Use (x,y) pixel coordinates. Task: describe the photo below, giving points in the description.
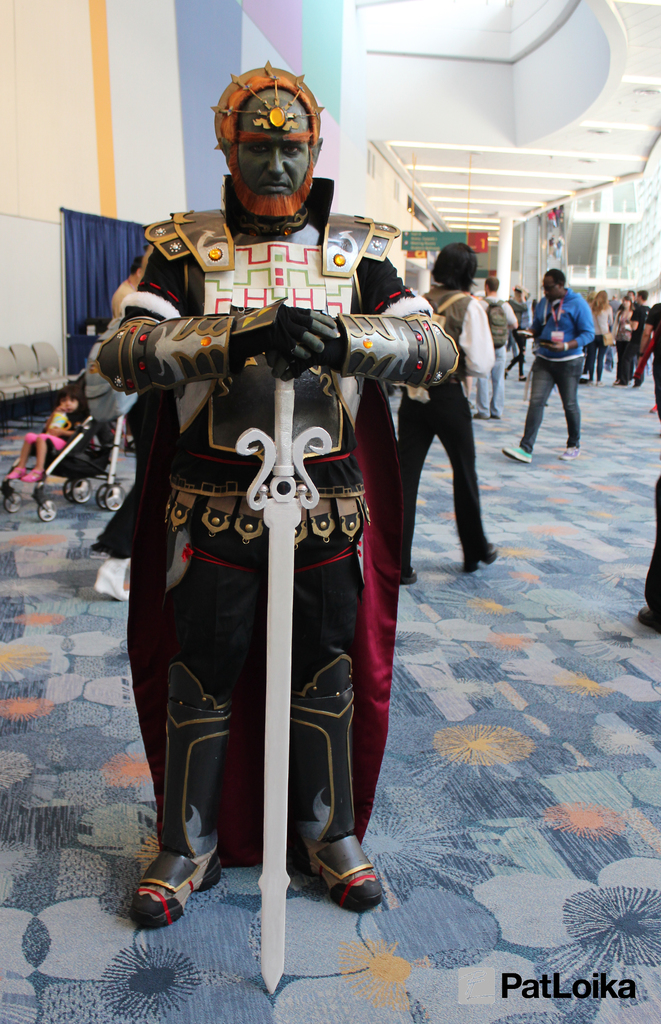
In this image I can see group of people (200,636), some are walking and some are standing. In front (335,624) the person (311,641) is wearing black color dress (293,737) and holding a weapon (286,730), background (333,132) I can see few banners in multi color and I can see the wall (571,208) in white color.
